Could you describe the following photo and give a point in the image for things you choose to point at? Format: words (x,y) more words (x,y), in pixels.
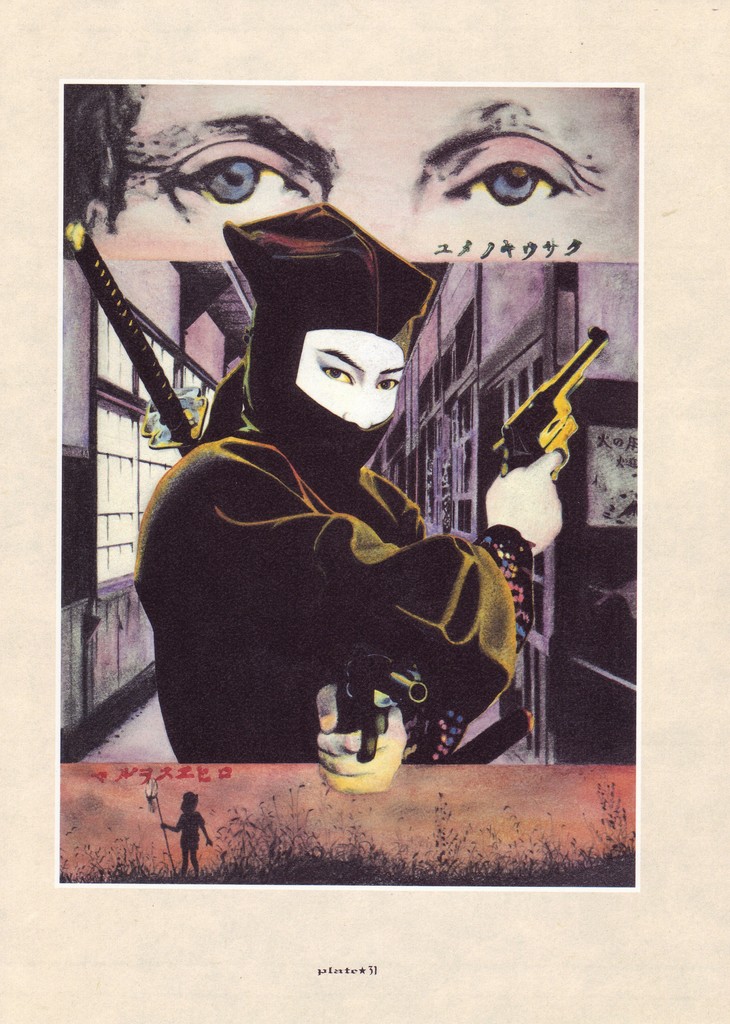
In this image I can see the photo (253,878) on the cream color surface (369,979). In the photo (167,868) I can see the person (226,601) holding the guns (362,684) and I can see the building (411,473) in the back (432,480). I can also see the person's eyes (223,167) and the grass (241,854) in the image.
